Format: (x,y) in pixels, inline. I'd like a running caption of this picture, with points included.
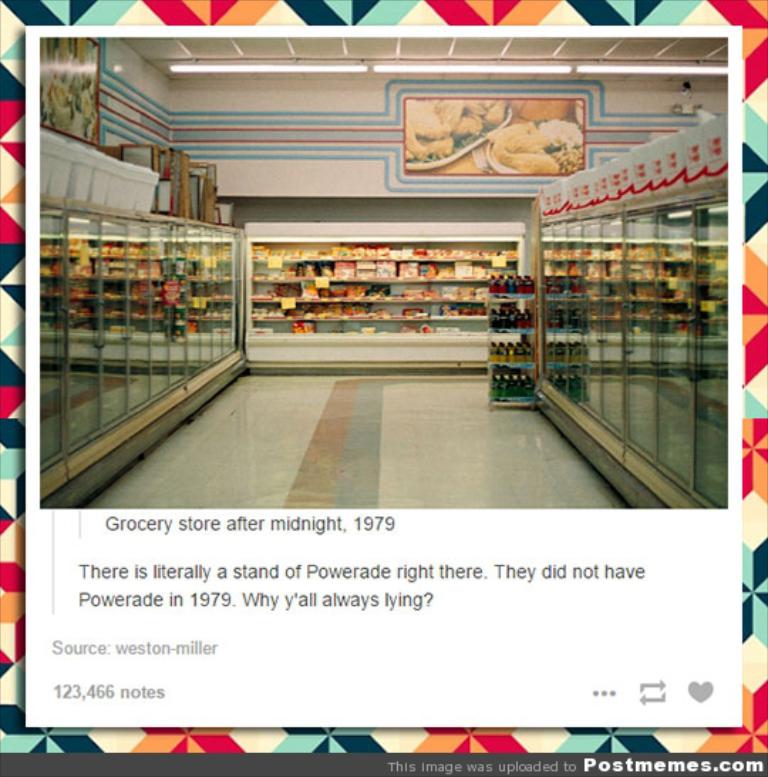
In this image there is a poster (466,469) having some image (358,451) and text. Image is taken in a shop (263,208) having few shelves (542,258) which are filled with objects (369,290). Few frames (95,114) are attached to the wall (365,99). Few lights (253,69) are attached to the roof (277,59). Bottom of the image (95,595) there is some text (364,607). Background (720,747) there is some design (342,736).
